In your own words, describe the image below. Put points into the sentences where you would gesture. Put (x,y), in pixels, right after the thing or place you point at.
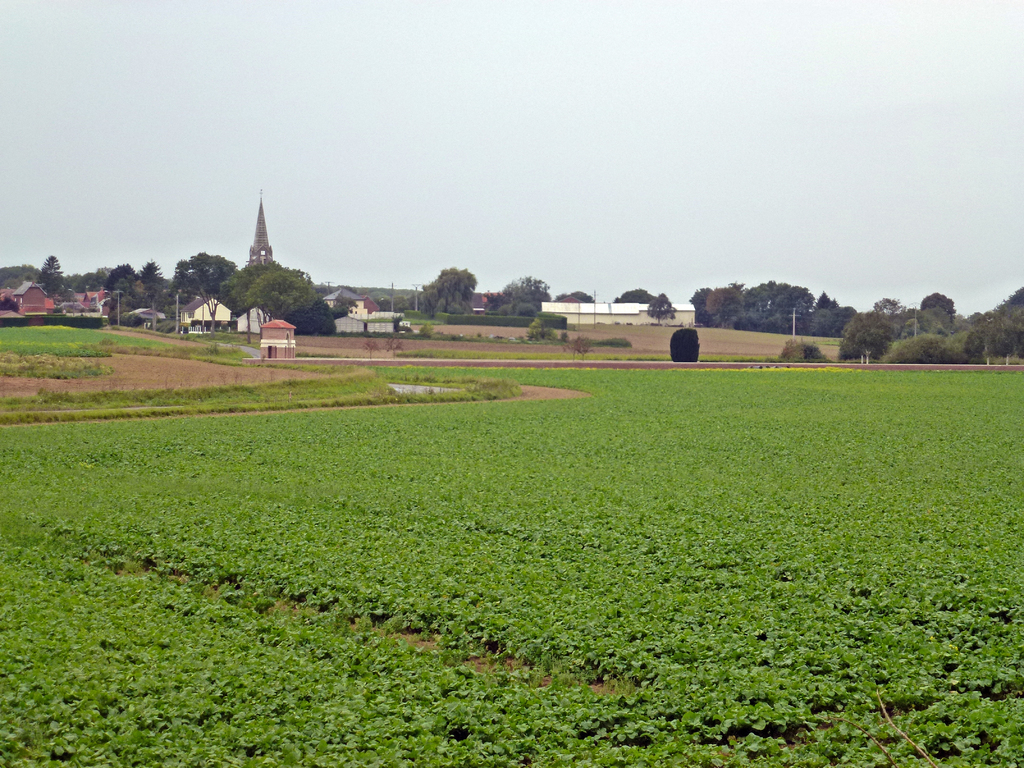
There is a field (297,475) at the bottom of this image (391,606). We can see trees (310,333) and buildings (334,297) in the middle of this image (365,290) and there is a sky (507,127) at the top of this image (480,132).
